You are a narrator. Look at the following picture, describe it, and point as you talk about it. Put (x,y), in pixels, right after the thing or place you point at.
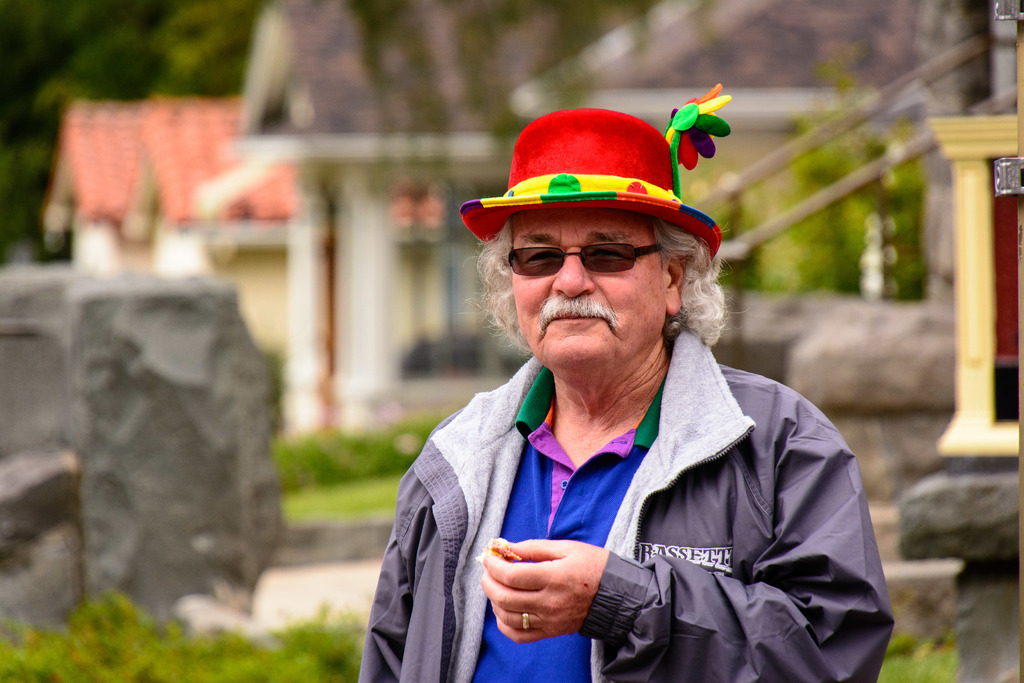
This picture is clicked outside. In the center (509,306) we can see a man (641,247) wearing jacket (692,471), red color hat (613,207), holding an object (501,561) and standing. In the background (904,199) we can see the staircase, handrail (834,201), trees (153,40), plants (315,464), grass (316,496), rocks (947,478) and some houses (342,142).
